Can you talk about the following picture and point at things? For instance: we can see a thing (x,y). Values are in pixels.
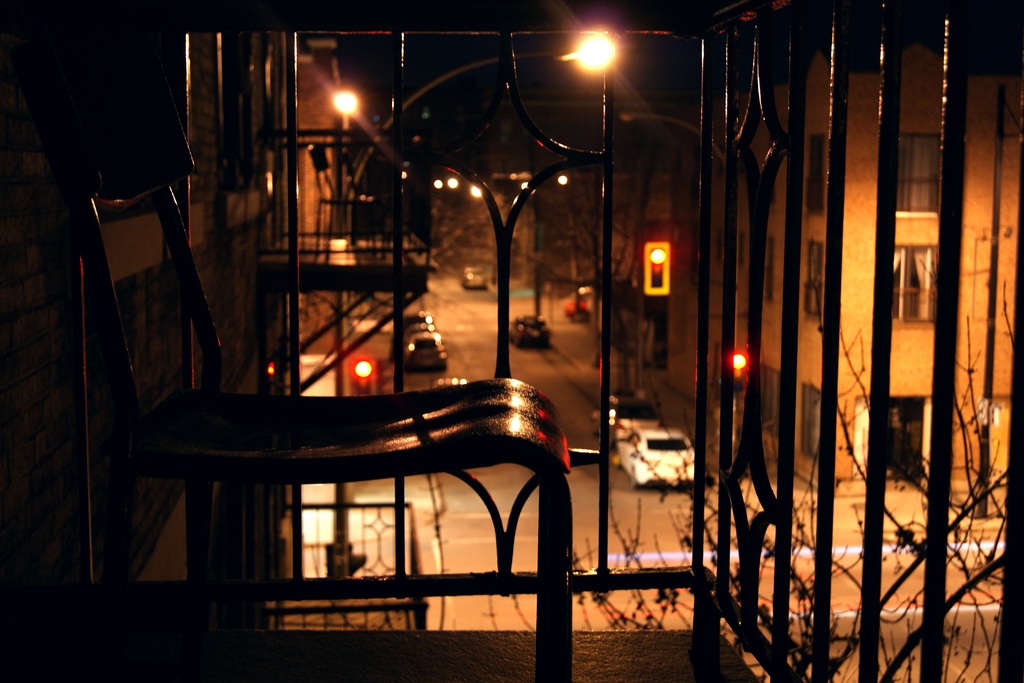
This is an image clicked in the dark. In the foreground (292,324), I can see the railing (790,368) and a chair (545,499). In the background (666,453) there are some buildings (843,243), some cars (529,329) on the road (495,309) and I can see the street lights (594,59).
